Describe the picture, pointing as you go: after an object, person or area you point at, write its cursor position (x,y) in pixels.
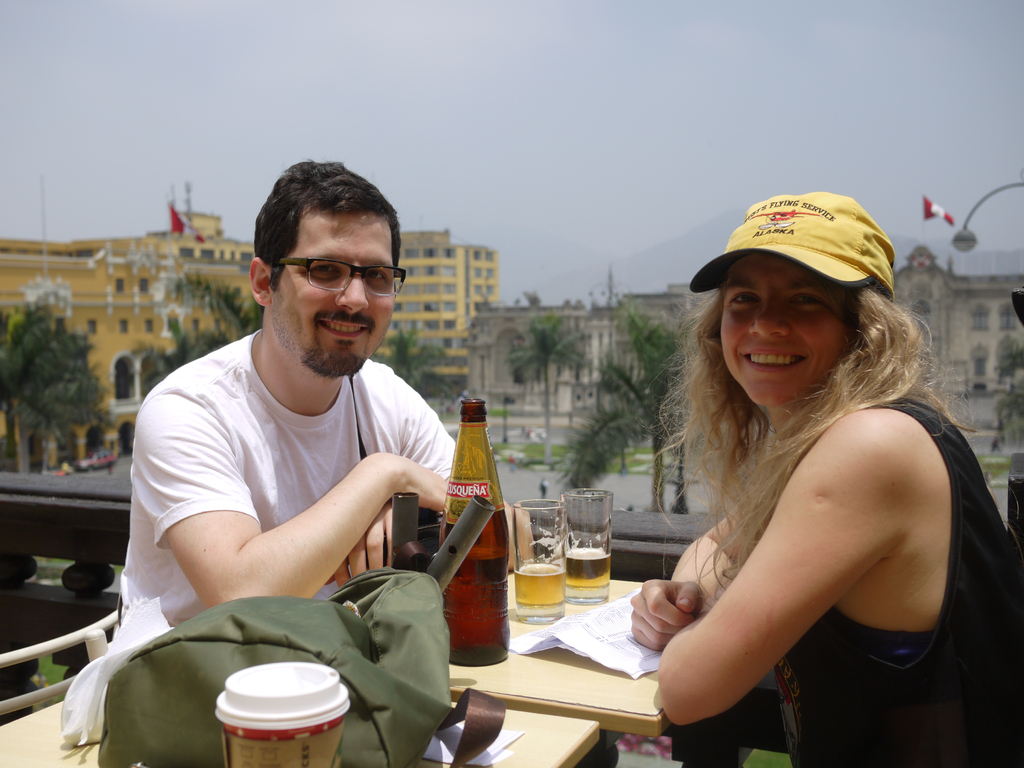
Here I can see a woman (794,437) and a man (246,548) sitting on the chairs (90,628), smiling and giving pose for the picture. In the middle of these two persons (685,586) there are two tables (577,661) on which I can see a bag (347,645), glasses (599,560), bottle (468,598) and papers (595,643). At the back of these people (275,524) there is a railing (97,543). In the background (519,373) there are many trees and buildings (474,277). At the top of the image (587,54) I can see the sky (576,48).
